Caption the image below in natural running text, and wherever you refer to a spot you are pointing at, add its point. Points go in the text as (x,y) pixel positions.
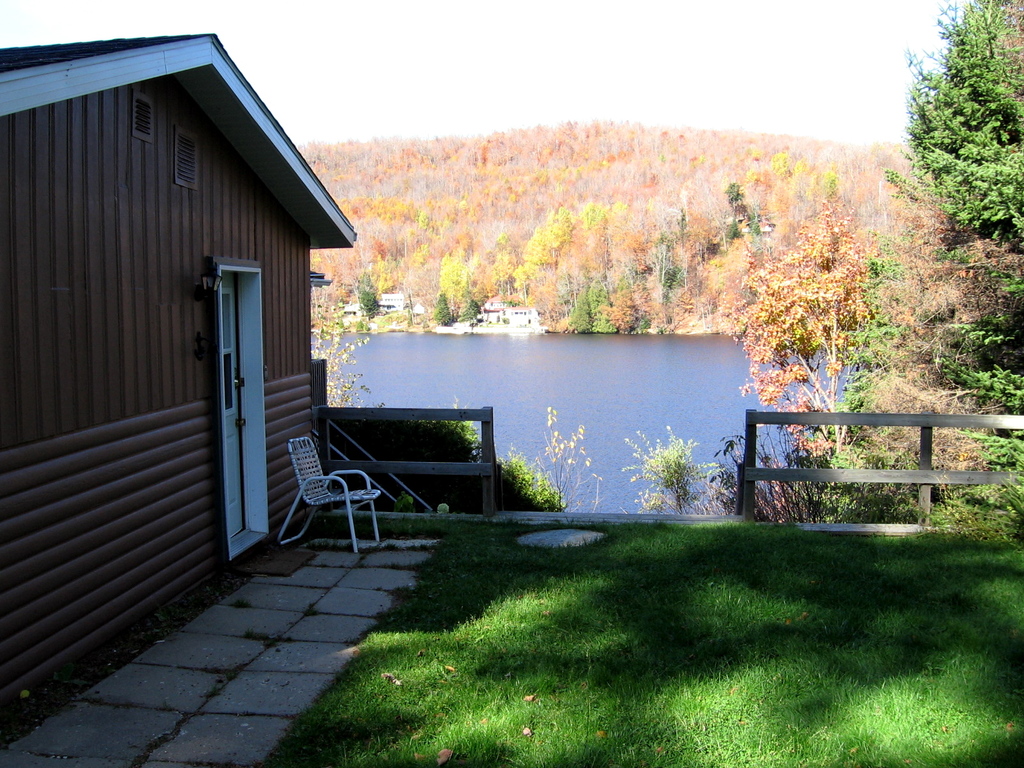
At the bottom of the image (706,700) there is grass (645,658) on the surface (654,660). At the left side of the image (131,247) there is a building (164,459). In front of the building (282,459) there is a chair (372,510). Beside the building (273,441) there is a wooden fence (331,464). At the center of the image (597,419) there is water (595,422). In the background (443,279) there are buildings (498,300), trees (599,221) and sky (537,23).
